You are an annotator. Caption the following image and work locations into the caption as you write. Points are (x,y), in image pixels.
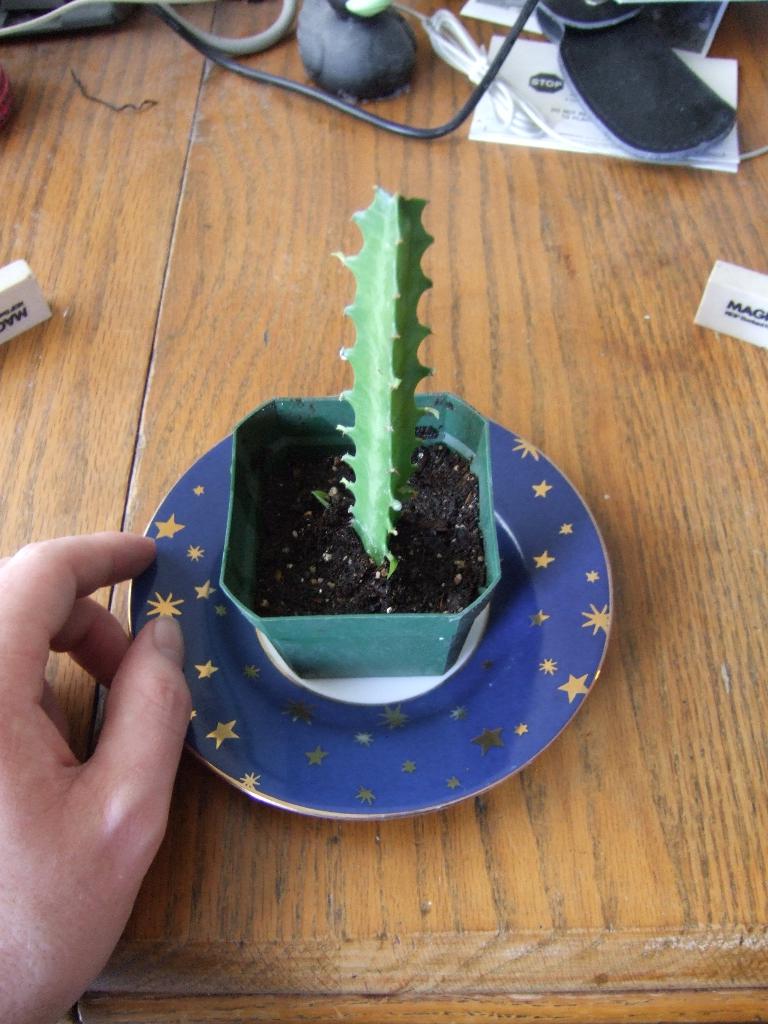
In this image I can see a plant (351,461). On the left side (116,767) I can see a person's hand (92,779). I can also see some objects (672,89) on the table (627,375).
